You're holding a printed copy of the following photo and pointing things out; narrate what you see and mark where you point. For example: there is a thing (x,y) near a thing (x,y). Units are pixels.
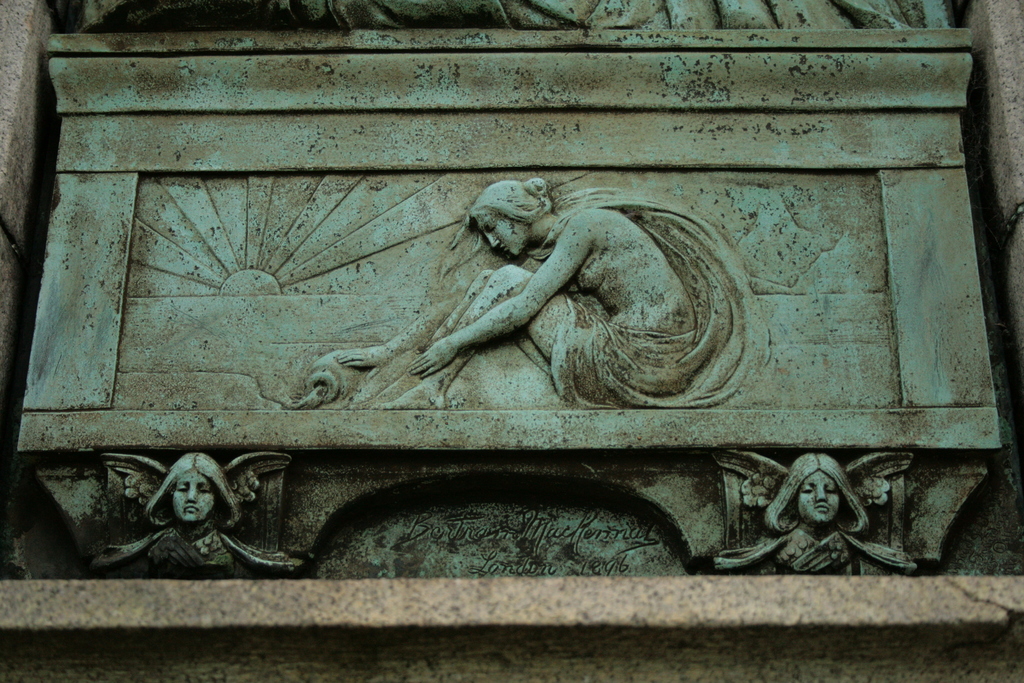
In this image we can see sculptures (515,345) and text (625,523) on the wall (765,261).
